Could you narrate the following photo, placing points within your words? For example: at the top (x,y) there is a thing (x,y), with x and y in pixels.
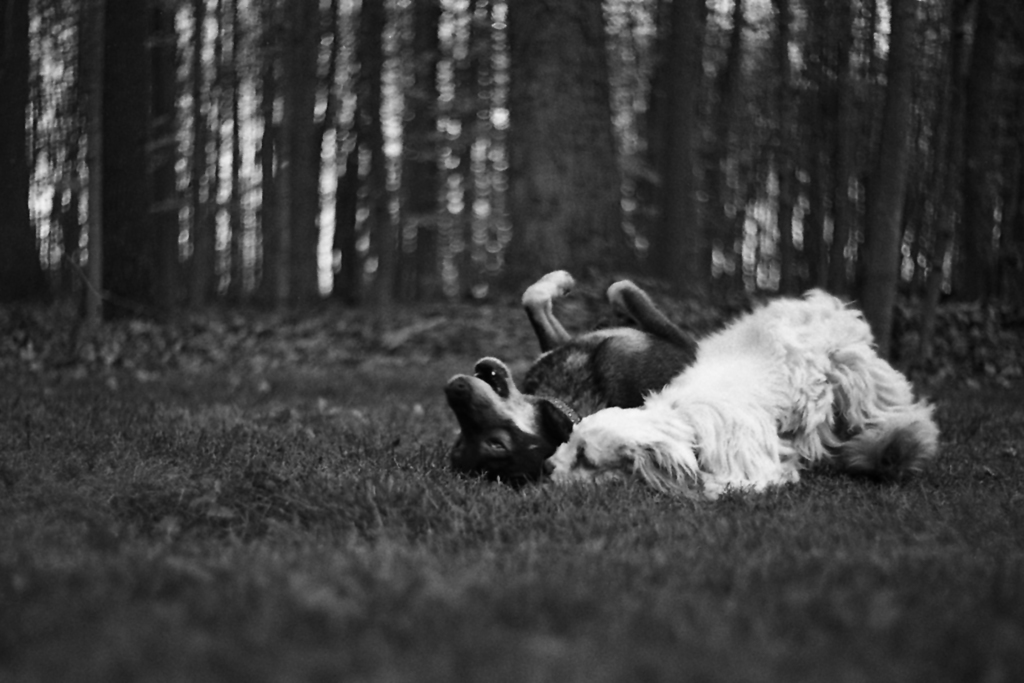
This is the black and white image where we can see two dogs (506,419) are lying on the grass (321,355). The background of the image (975,67) is blurred, where we can see trees (362,239).
